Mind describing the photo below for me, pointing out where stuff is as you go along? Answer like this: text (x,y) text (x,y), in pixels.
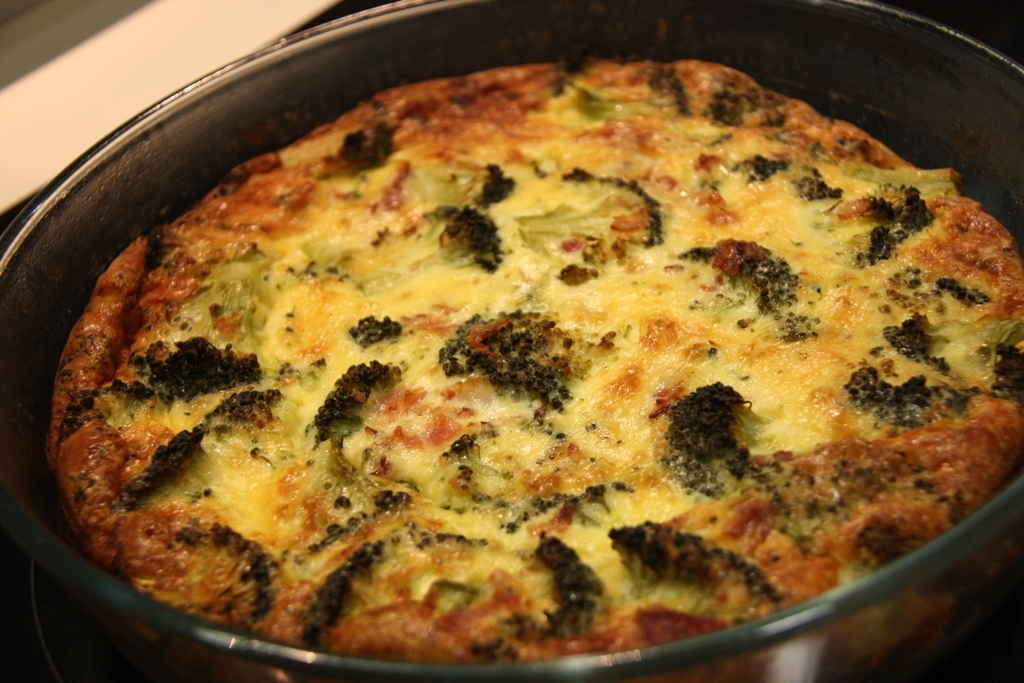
We can see bowl (429,59) with food (421,255).
